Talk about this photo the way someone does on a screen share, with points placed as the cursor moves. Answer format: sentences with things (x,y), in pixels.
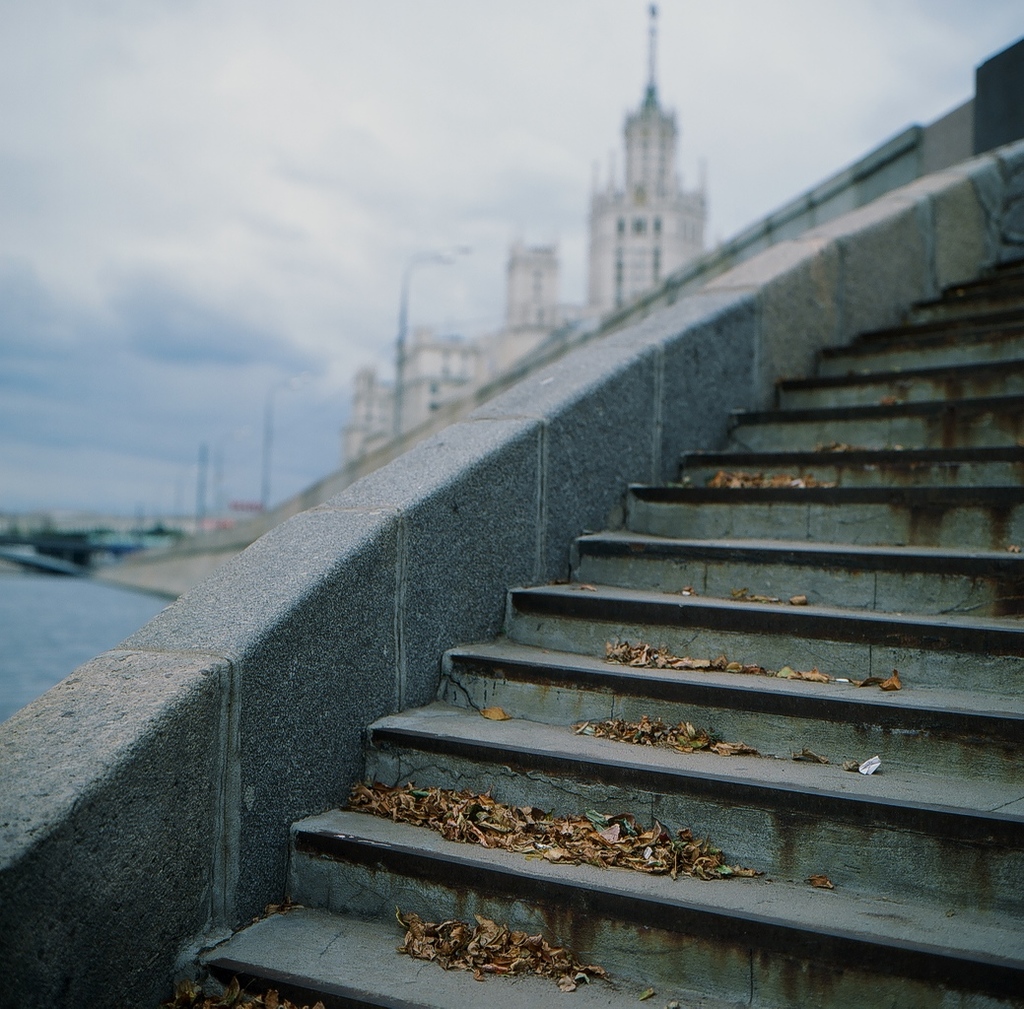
In this image I can see few stairs (803,651), background (319,113) I can see few buildings (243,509) in white color, four light poles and the sky (207,306) is in white and blue color.
